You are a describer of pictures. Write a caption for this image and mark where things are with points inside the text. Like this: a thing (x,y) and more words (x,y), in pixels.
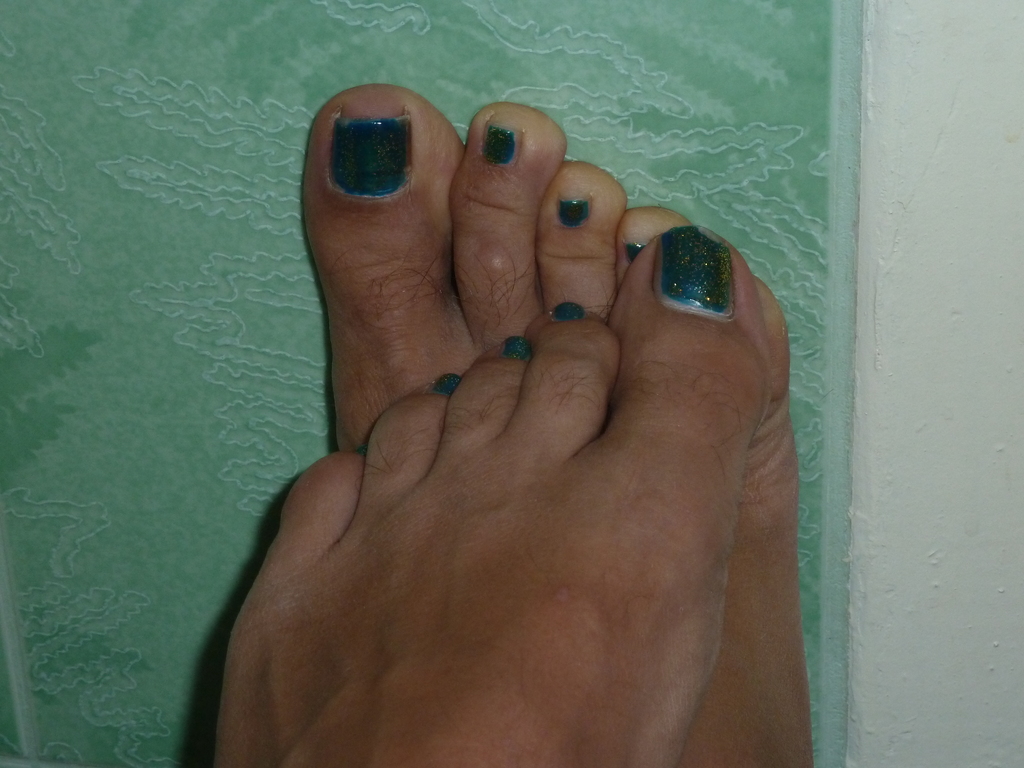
In this image we can see foot fingers (473,339) to which green color nail polish (353,167) is there. In the background (311,339) green color is there.
